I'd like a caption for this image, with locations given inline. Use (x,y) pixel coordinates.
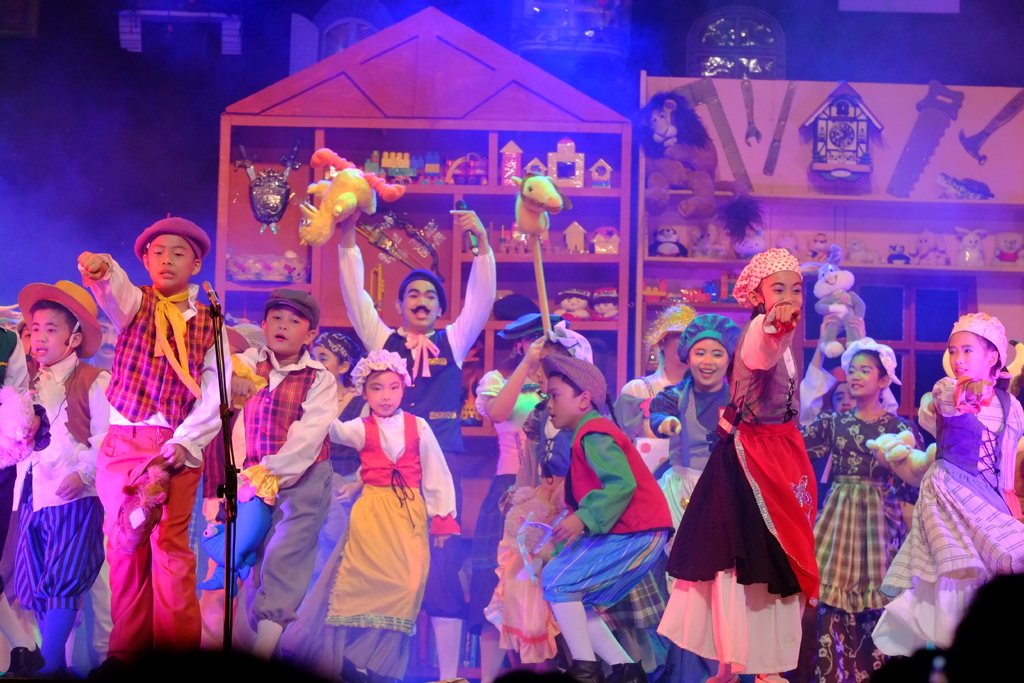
In this image we can see the group of people (303,332) performing the activities. And a mike (212,306) is seen. And we can see one person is holding the mike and a doll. And we can see many people (379,438) holding dolls (826,298). And the background (176,107) is blue. And some dolls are placed on the wooden shelves (618,274).
